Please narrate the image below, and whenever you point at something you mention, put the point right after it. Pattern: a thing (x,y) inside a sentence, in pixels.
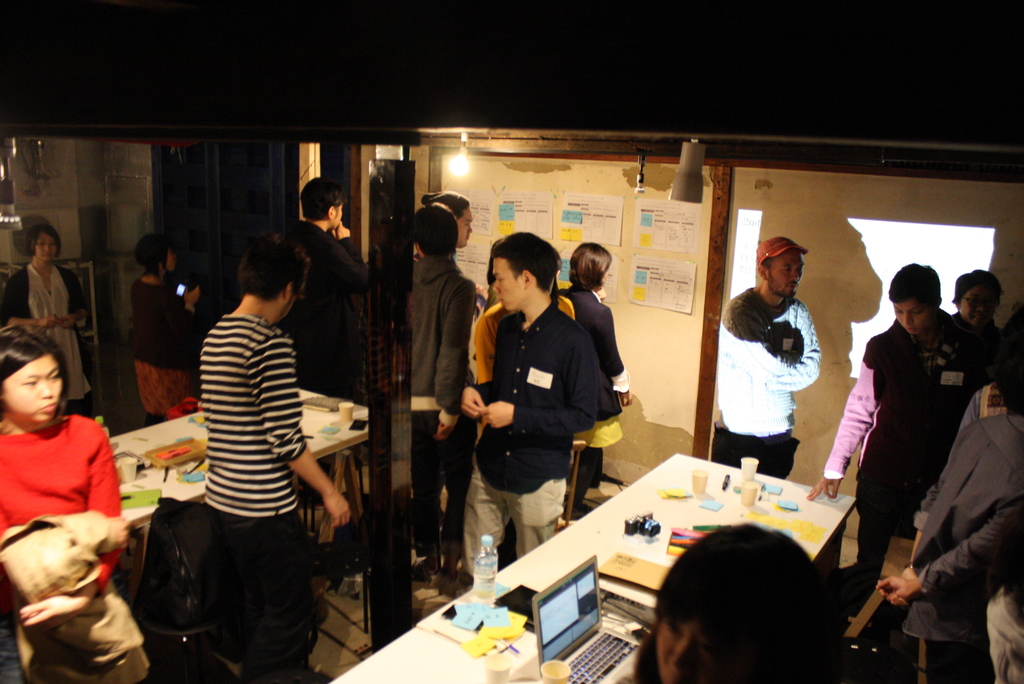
In this image we can see the people (787,614). We can also see the tables (388,664). On the tables (348,442) we can see the bottles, papers (492,615), cups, mobile phone (356,429) and also some other objects (656,528). We can also see the floor (325,624). In the background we can see the papers (603,196) attached to the boards (699,280). We can also see the light (457,161).
